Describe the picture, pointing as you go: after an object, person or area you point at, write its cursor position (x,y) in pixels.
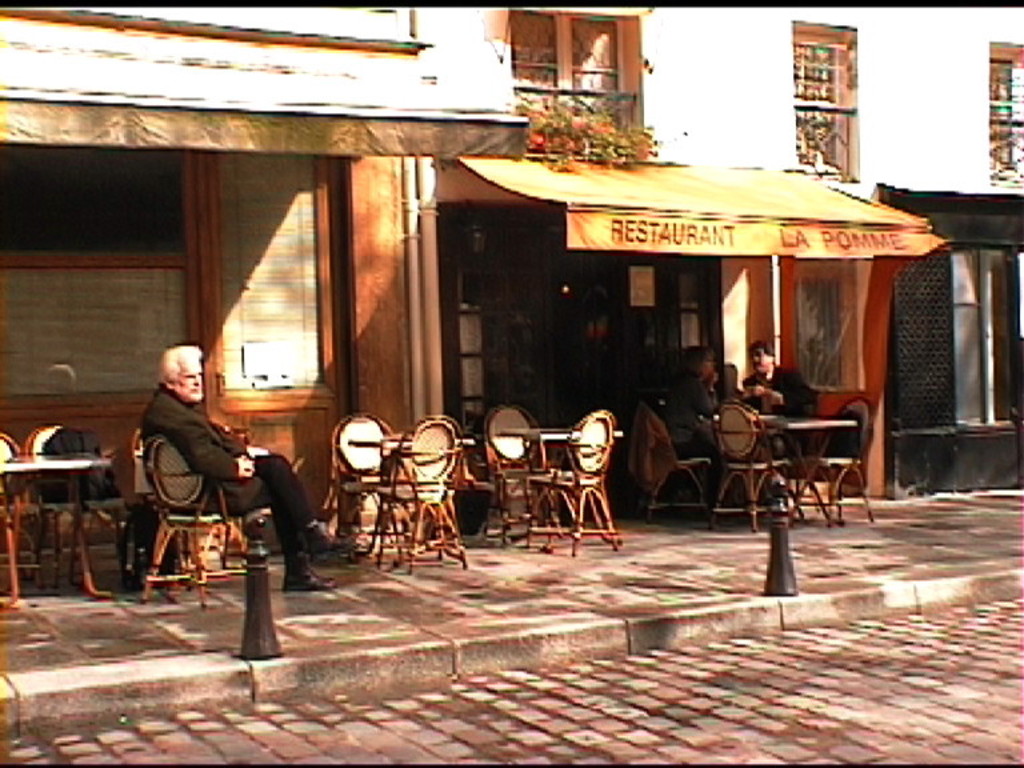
In the image we can see there is a man (201,463) who is sitting on chair (175,494) and there are tables (19,494) and chair (425,471) on the footpath (693,567). There is restaurant (728,265) on which it's written "Restaurant" and there is a building (889,76).
